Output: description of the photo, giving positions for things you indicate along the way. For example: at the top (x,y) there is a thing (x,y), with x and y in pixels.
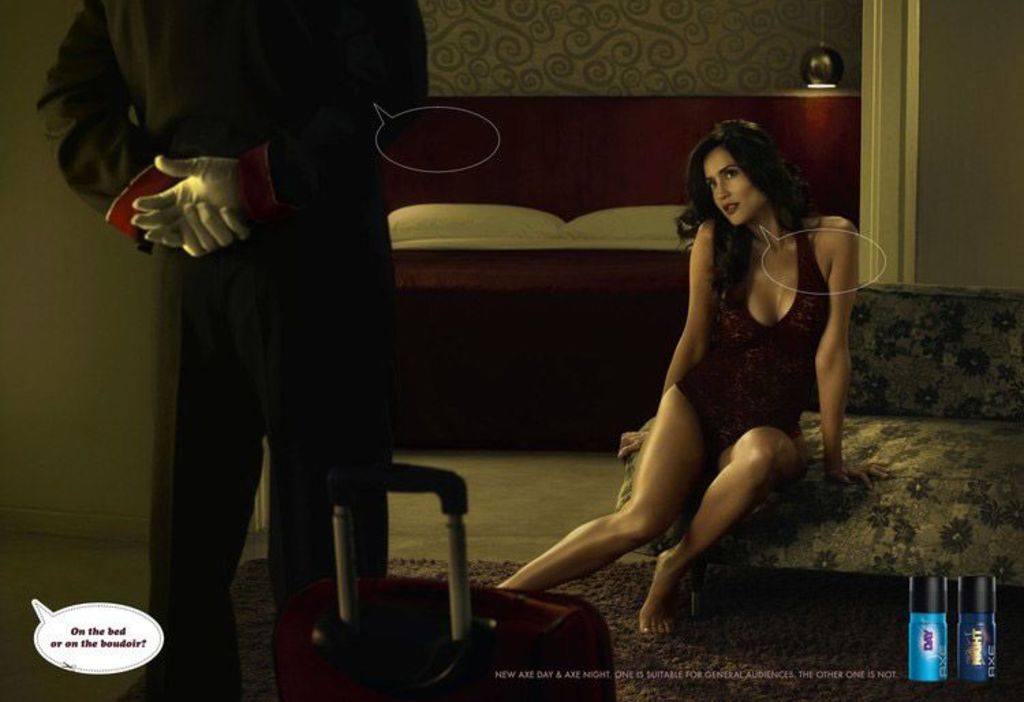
This person (200,340) standing, beside this person (325,468) we can see luggage bag (459,545) and this woman (776,469) sitting on sofa (788,484). Background (475,236) we can see pillows (458,211) on bed (574,251), wall (743,48) and light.
